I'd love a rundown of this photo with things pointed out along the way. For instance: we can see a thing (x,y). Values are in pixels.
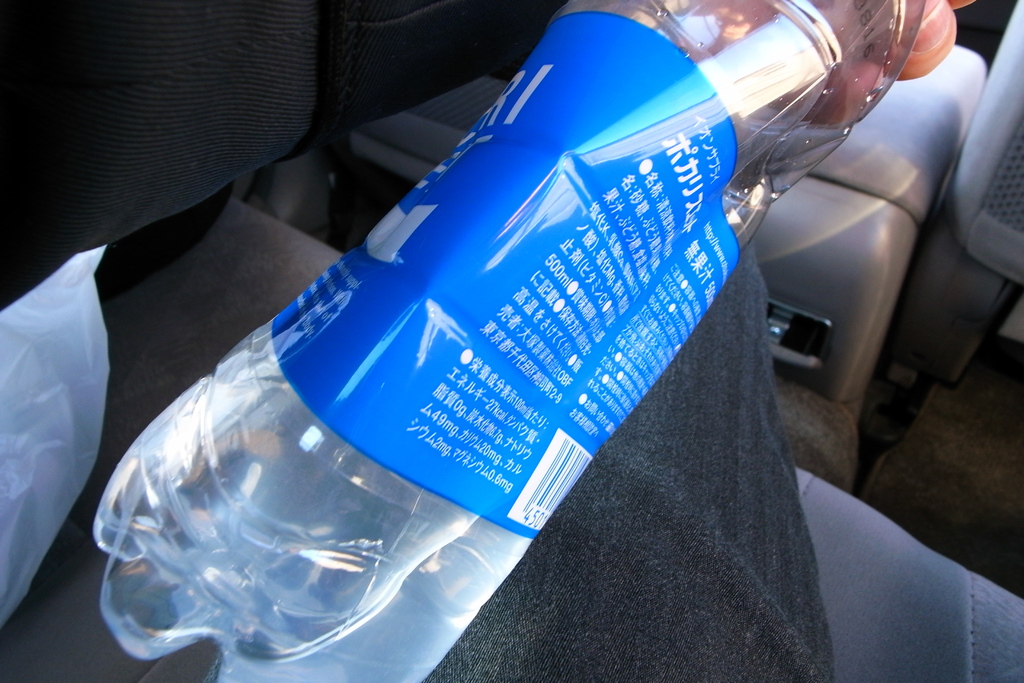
There is a person (772,653) holding a bottle (474,399). There is a cover (18,453) and this is seat (932,612).
